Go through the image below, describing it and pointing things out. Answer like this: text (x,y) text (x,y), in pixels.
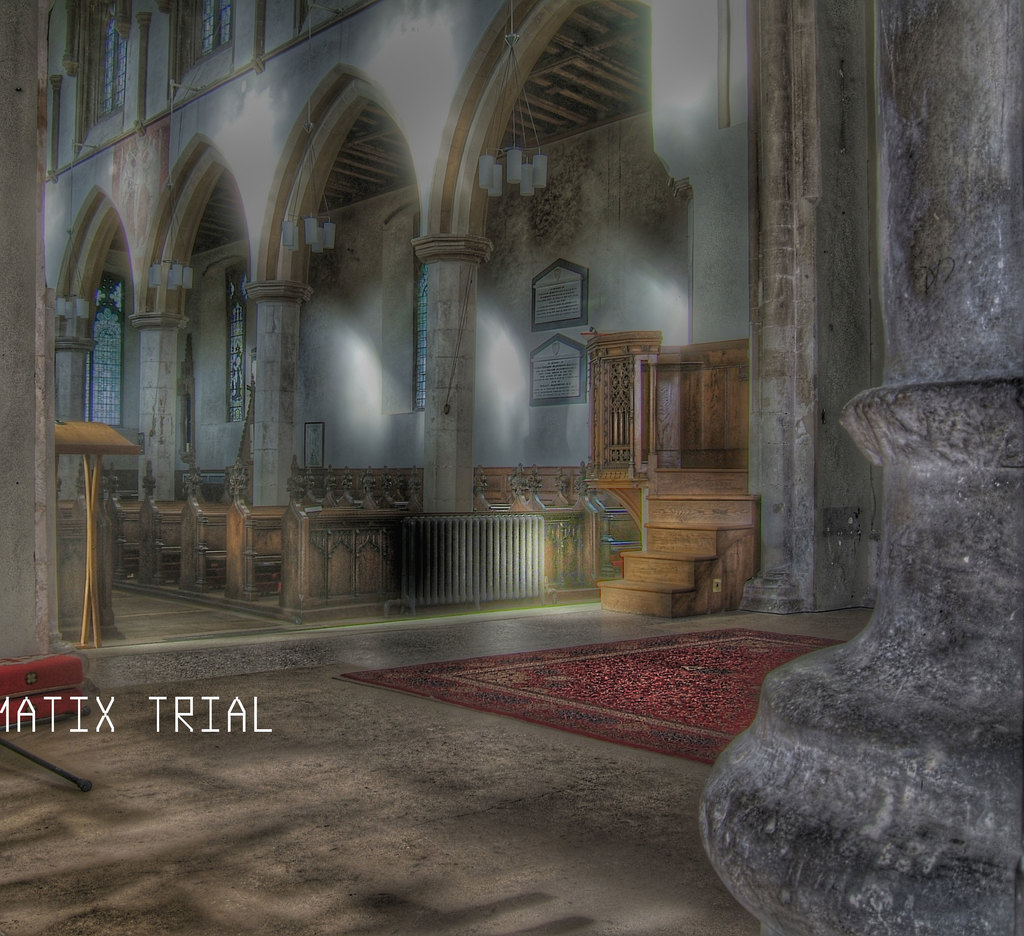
In this image we can see an inside view of a building (468,283), there are few pillars (436,375), stairs (674,546), a mat (765,654) on the floor (409,835), lights (526,183) hanged to the ceiling (225,200), an object (96,512) looks like a wooden stand (94,481) and a red color object (71,701) looks like a box (42,709) on the floor (115,717).
